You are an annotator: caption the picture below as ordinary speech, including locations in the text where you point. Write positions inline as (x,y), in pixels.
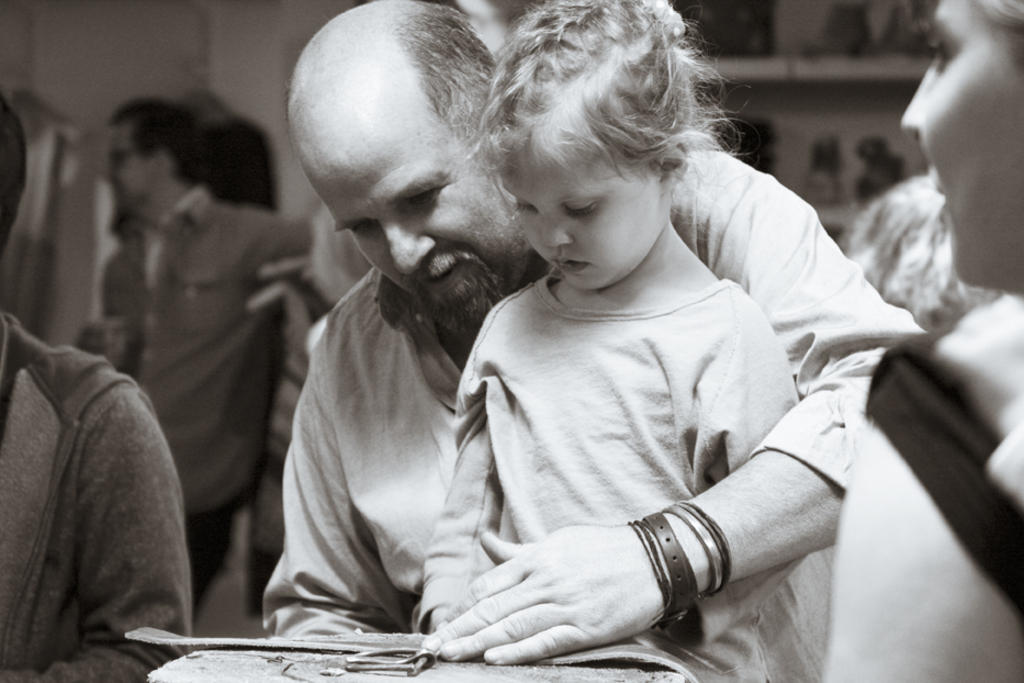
In this picture there is a man (480,211) holding the object (621,658). At the back (182,324) there are group of people (96,401) and there are objects (859,35) in the shelf (889,35).
